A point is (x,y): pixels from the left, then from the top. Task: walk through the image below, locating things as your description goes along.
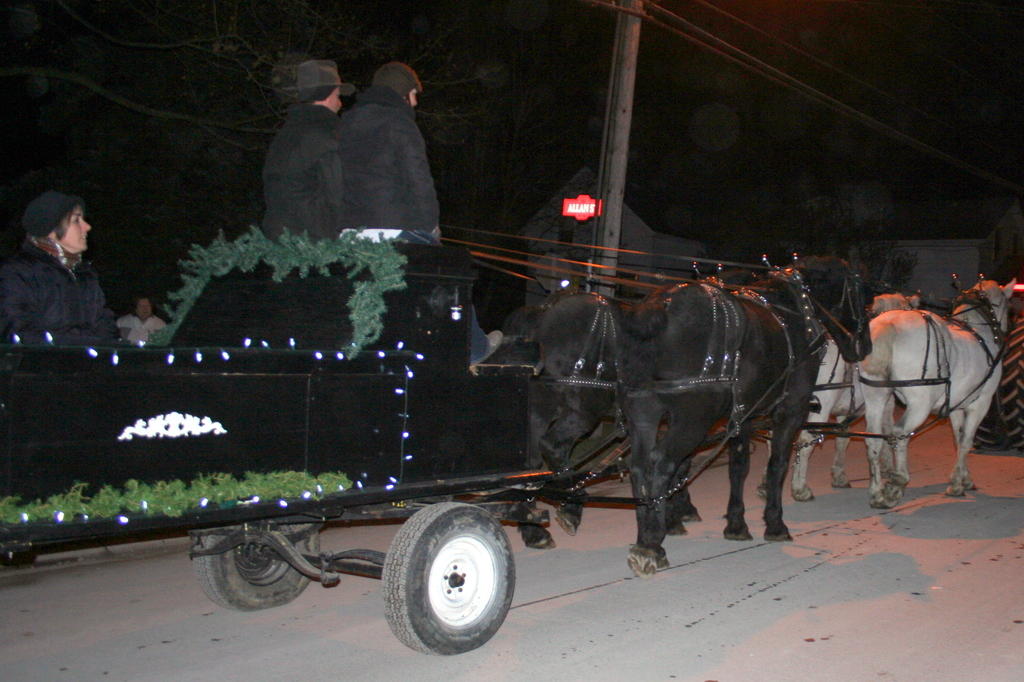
In this image I can see an animal cart (349,410) which is black in color is tied to the horses (572,374) which are black and white in color. I can see few persons (82,326) wearing black color dresses (338,204) in the cart (455,405). In the background (621,217) I can see a pole (618,213), few buildings (556,211), a tree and the dark sky (713,106).
